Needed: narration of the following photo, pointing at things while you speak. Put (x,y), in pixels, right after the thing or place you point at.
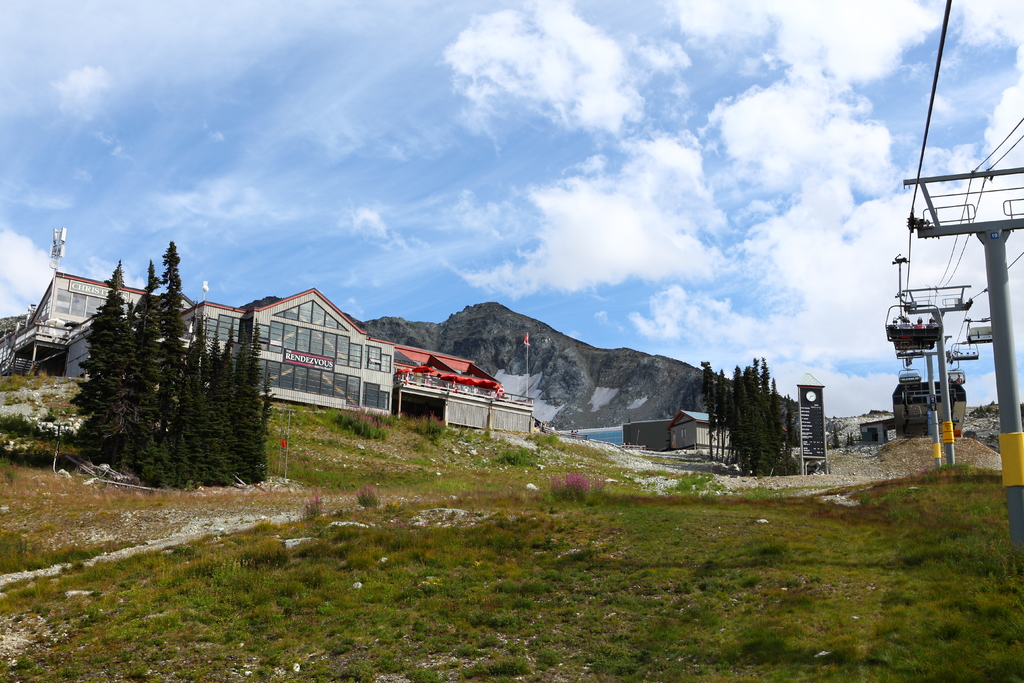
This image is clicked outside. At the bottom (388,587), there is green grass (340,569) on the ground (437,533). On the right (1012,420), we can see the poles (1001,403) along with wires (911,250). It looks like a ropeway (977,333). In the front (516,396), there is a building (516,396). In the background (681,385), there is a mountain (635,392). In the middle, there are trees (148,463). At the top (519,98), there are clouds (519,98) in the sky (556,124).
